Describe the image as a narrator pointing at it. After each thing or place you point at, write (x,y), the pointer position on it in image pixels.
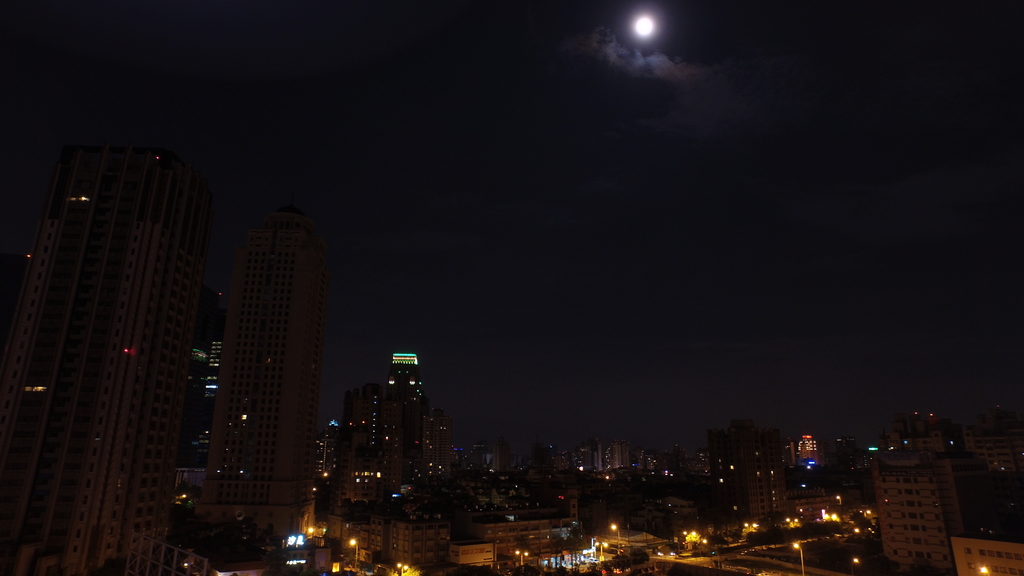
The picture is captured in the night time, it is a beautiful view of a city (259,433) with tall buildings (114,434), houses (541,545) and many street lights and in the background (576,133) there is a sky (762,142) with pleasant moon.
